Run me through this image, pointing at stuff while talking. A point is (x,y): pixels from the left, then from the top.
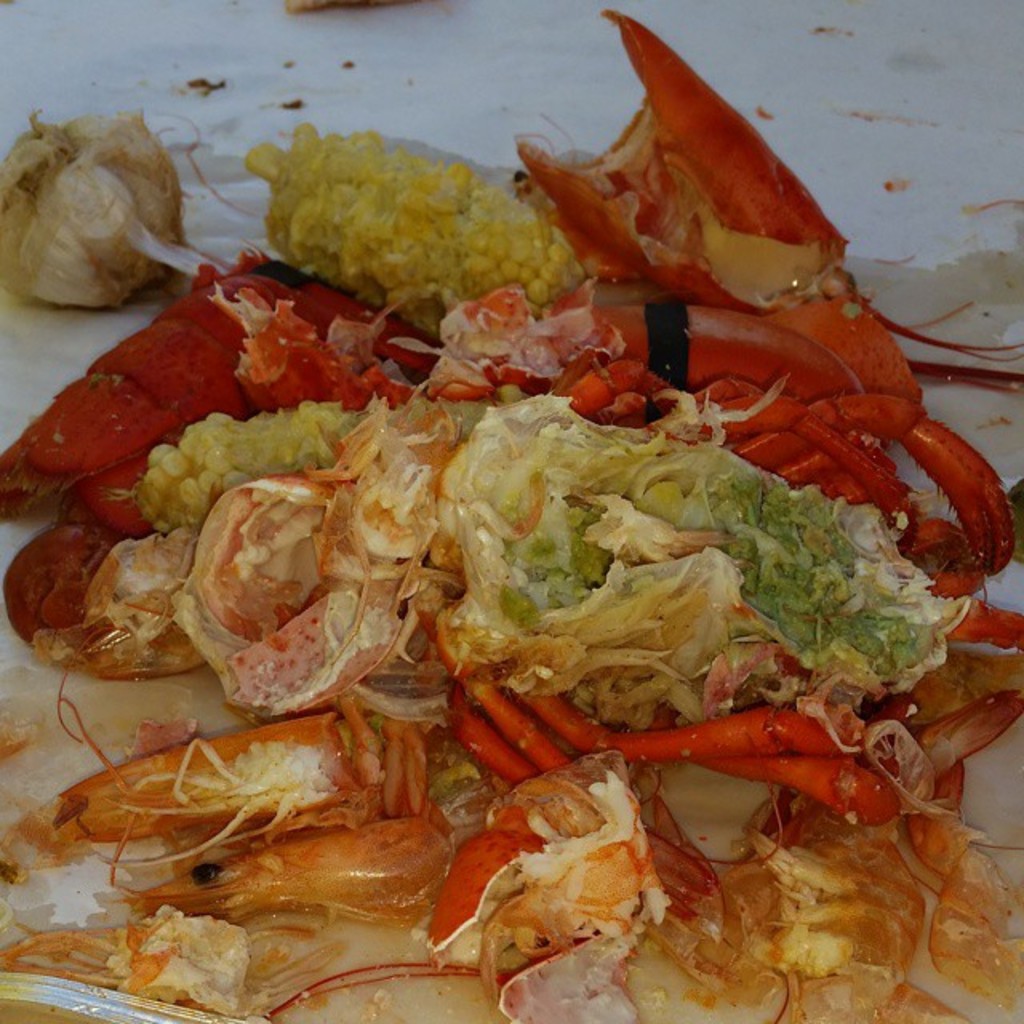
In this image we can see some food (563,652) containing a lobster (449,683) and corn (553,294) in a plate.
